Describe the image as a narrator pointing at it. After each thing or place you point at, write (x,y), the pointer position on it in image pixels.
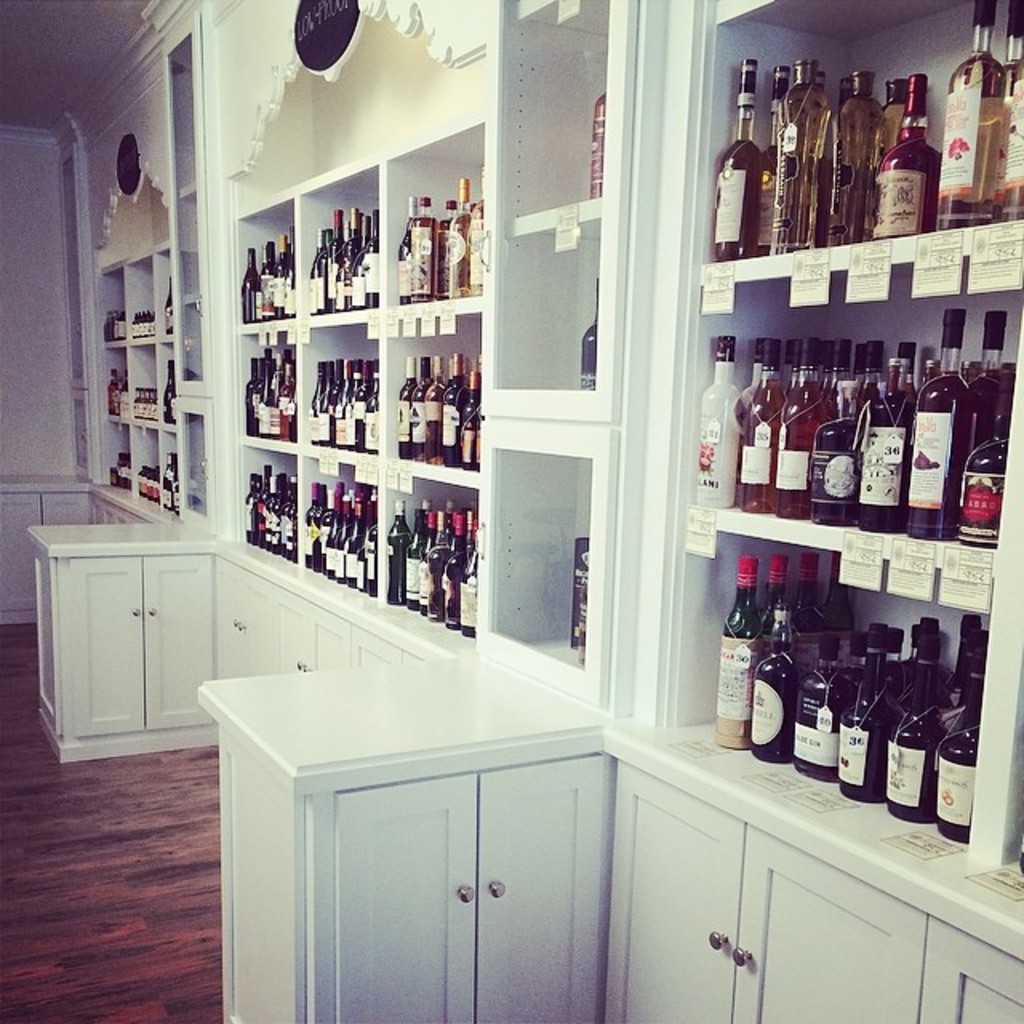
In the image in the center (553,461), we can see cupboards (660,359), racks (769,283), wine bottles (811,237) and banners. In the background (59,18) there is a wall (67,361) and roof (57,79).
